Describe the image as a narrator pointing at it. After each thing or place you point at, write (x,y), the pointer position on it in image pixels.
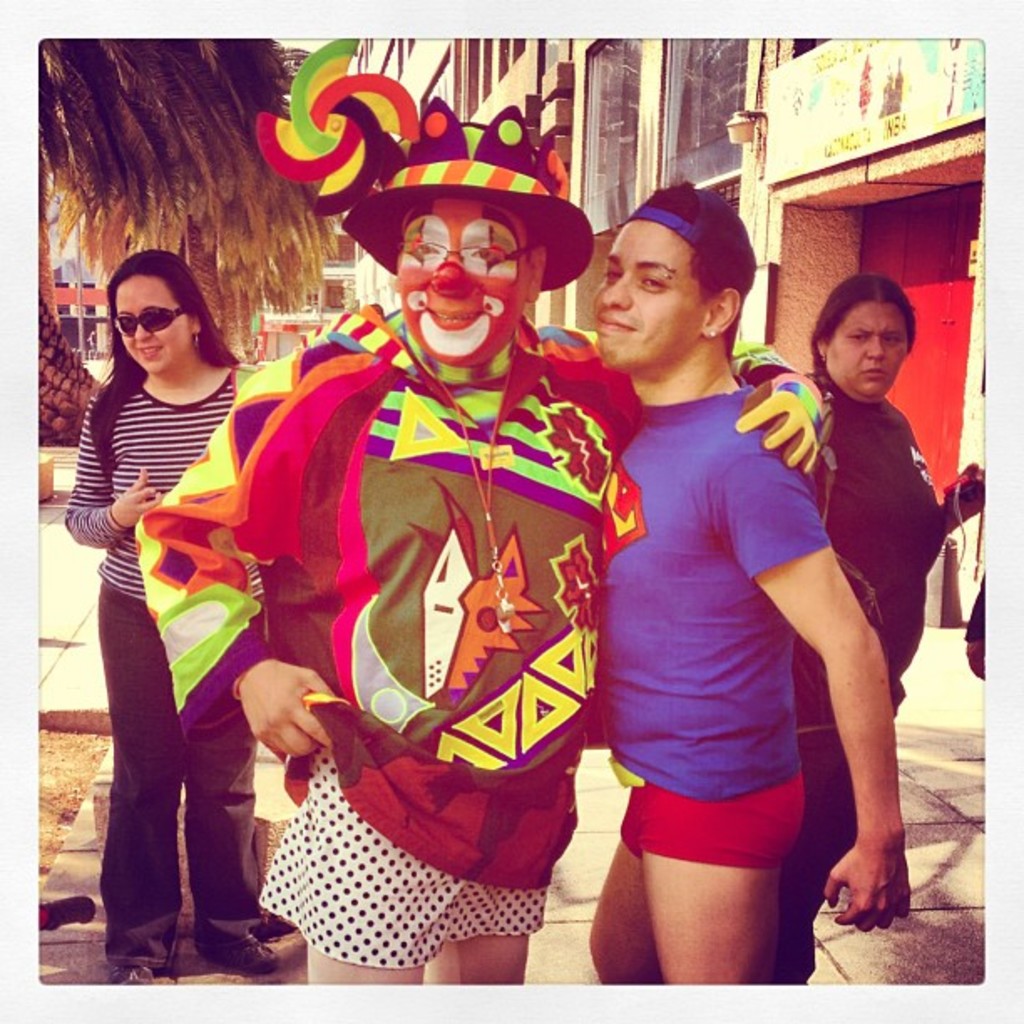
In this image there is a person (402,664) wearing a costume of a joker (421,621), beside him there is a person (669,792) standing, behind them there are two girls (165,460) standing. In the background (726,123) there are buildings (519,68) and a tree (195,91).
